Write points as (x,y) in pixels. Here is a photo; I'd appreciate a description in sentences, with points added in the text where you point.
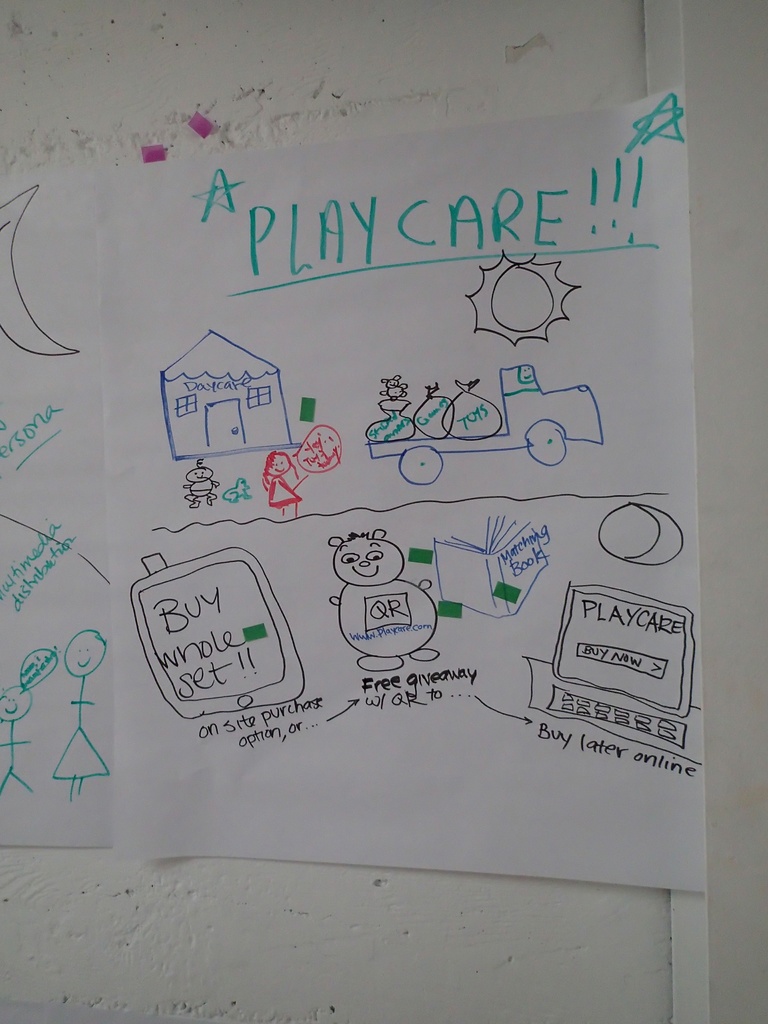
In this image I can see a white color chart (303,460) attached to the wall (520,933). Something is written on it with black, green and blue color. The wall (388,71) is in white color.
